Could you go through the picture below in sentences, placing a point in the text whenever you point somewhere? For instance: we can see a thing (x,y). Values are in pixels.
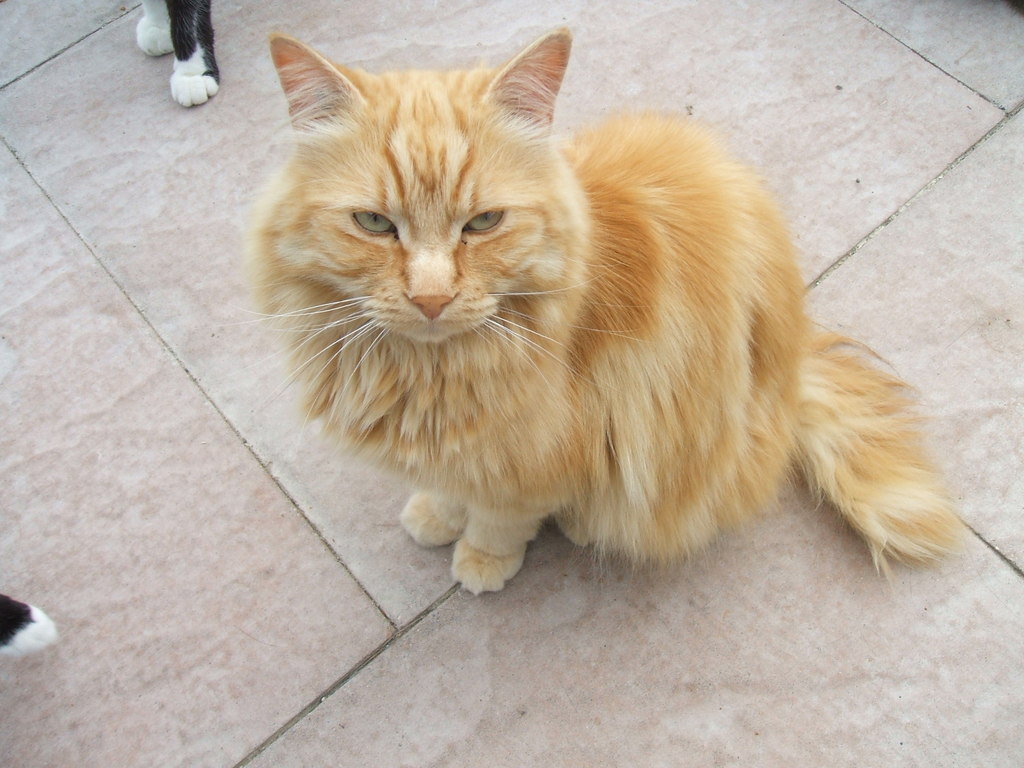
In this image I can see a white and brown color cat (642,358) is sitting on the surface (838,683).
